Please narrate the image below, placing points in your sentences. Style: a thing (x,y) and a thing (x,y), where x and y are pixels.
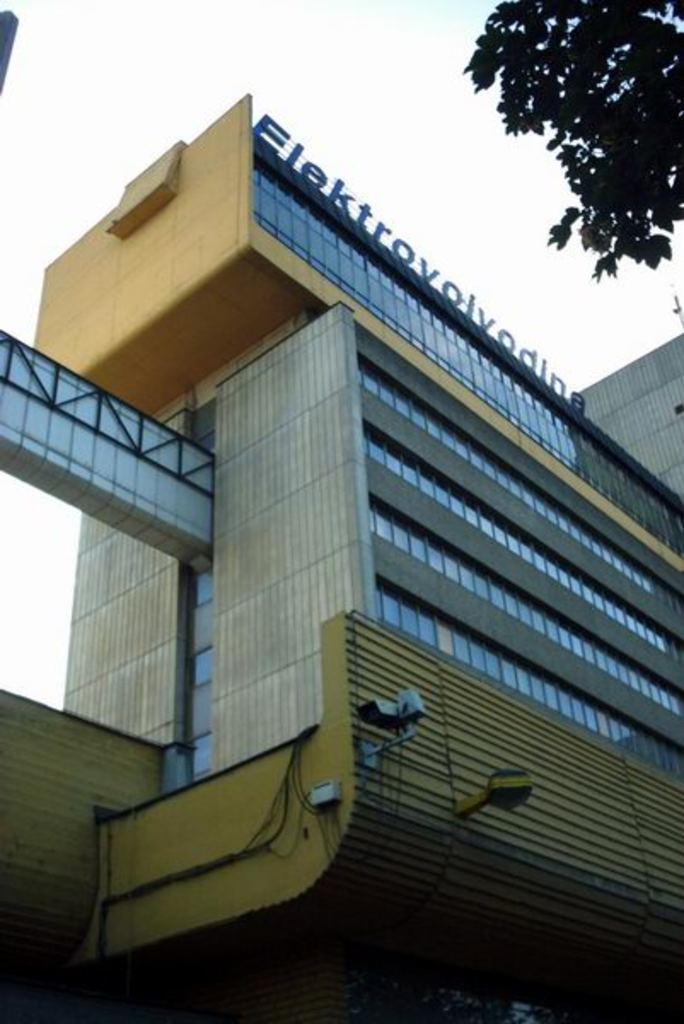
In this image we can see building (353,591) with glass walls (384,537). On the top of the building (289,215) something is written. In the background (42,568) there is sky (42,568). At the top right corner (575,125) we can see branches (598,147) of a tree (610,166).
